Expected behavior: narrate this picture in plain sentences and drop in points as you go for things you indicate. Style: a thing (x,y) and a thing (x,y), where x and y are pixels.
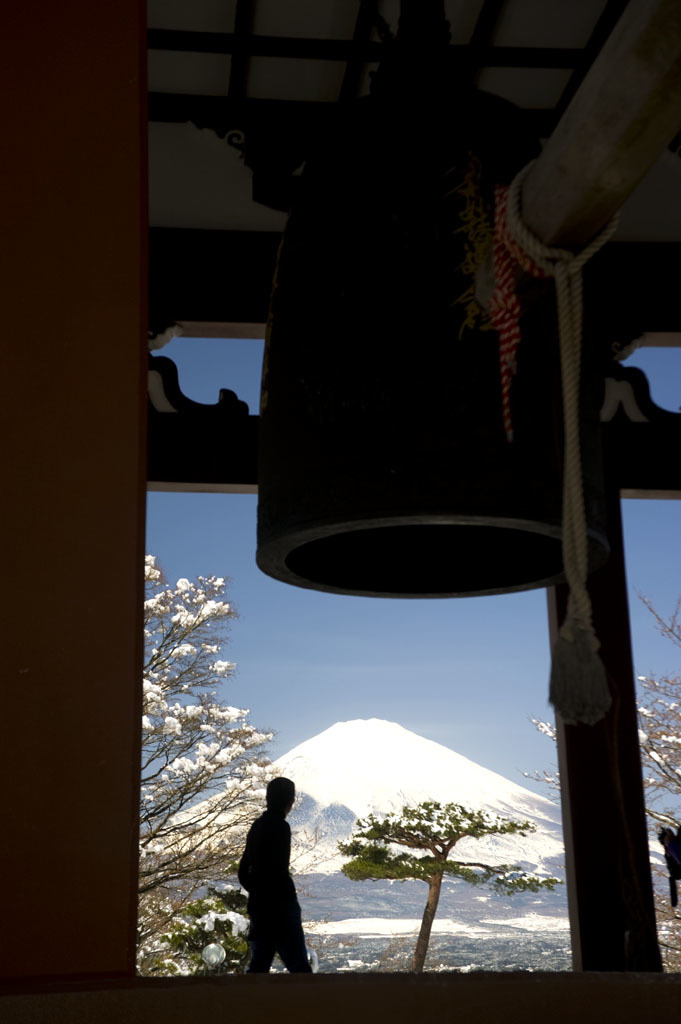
In this image I can see a person (287,927), background (525,812) I can see few trees (494,833) covered with snow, mountains (523,804) and the sky (419,669) is in blue color.
